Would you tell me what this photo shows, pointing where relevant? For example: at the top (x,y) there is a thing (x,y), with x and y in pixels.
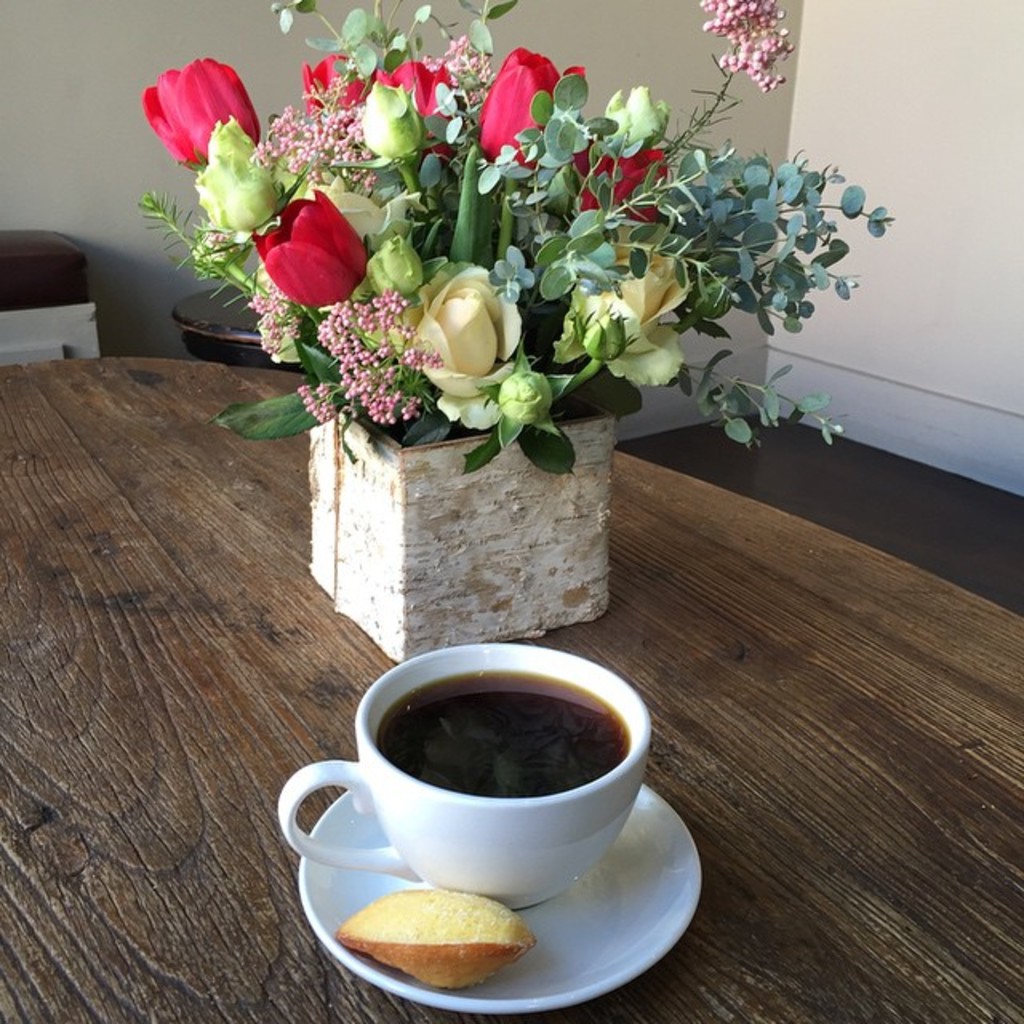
In this image there is a flower bouquet (369,325), pot (446,545), cup (541,670), tea (475,687), biscuit (426,926), saucer (651,889) placed in a table (18,393) and in back ground (23,340) there is a chair (64,265).
